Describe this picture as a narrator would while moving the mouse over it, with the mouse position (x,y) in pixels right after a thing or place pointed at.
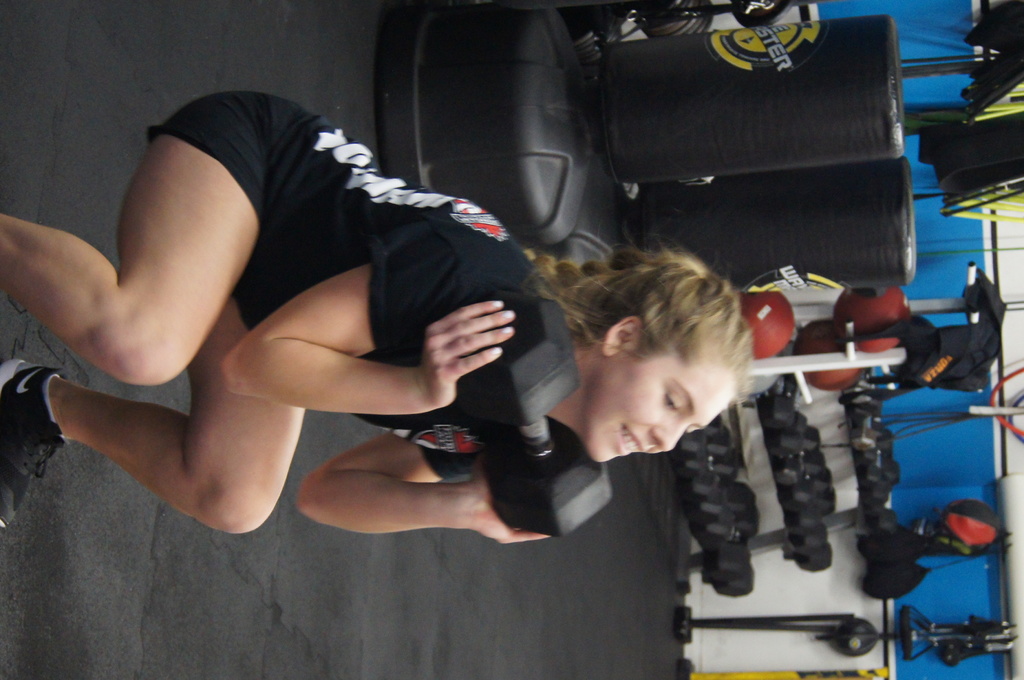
In this image in the center (555,341) there is one woman (430,372) who is holding a dumbbell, and in the background (771,355) there are some balls (771,355), caps (912,556) and objects (880,436). And on the left side of the image (334,66) there is floor (81,618).
